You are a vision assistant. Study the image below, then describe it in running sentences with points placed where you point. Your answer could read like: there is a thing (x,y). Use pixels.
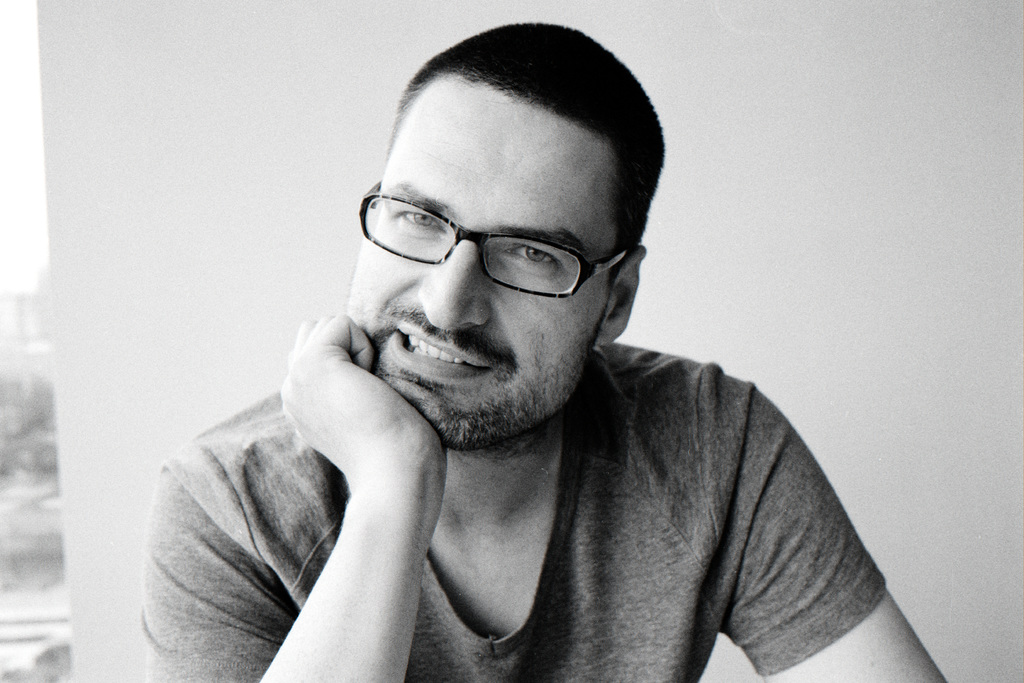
In this picture I can observe a man (359,452) in the middle of the picture (453,306). He is wearing spectacles (426,256). Behind him I can observe wall (197,158).
